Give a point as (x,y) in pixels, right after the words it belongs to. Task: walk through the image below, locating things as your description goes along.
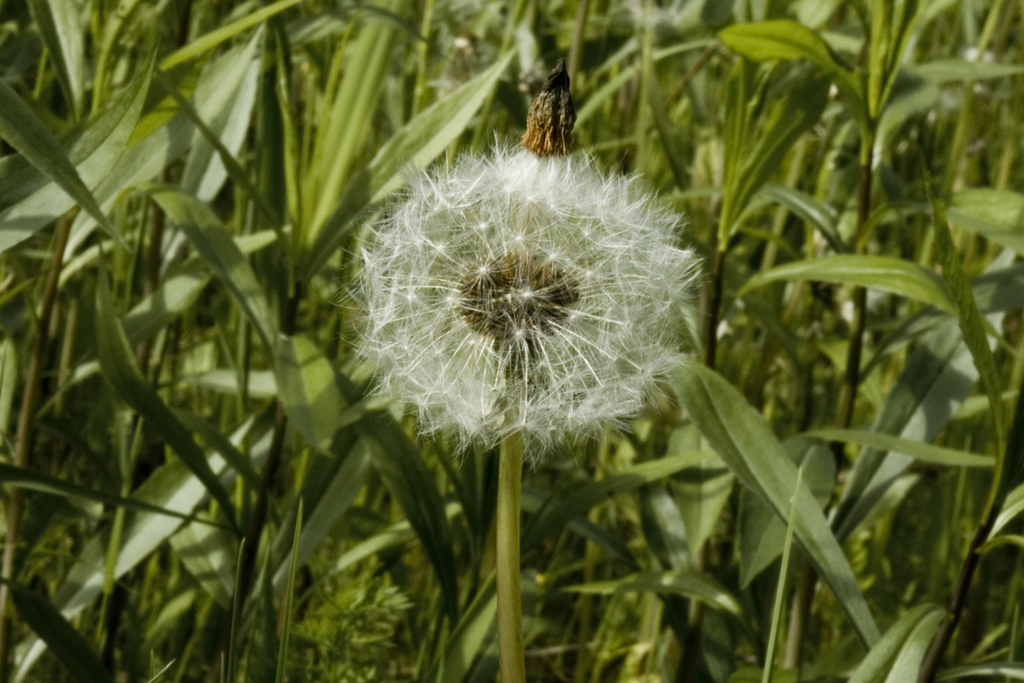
In the picture there is a white flower (467,363) to the plant (508,519), behind that there are many other plants (741,266) with long leaves (875,266).
